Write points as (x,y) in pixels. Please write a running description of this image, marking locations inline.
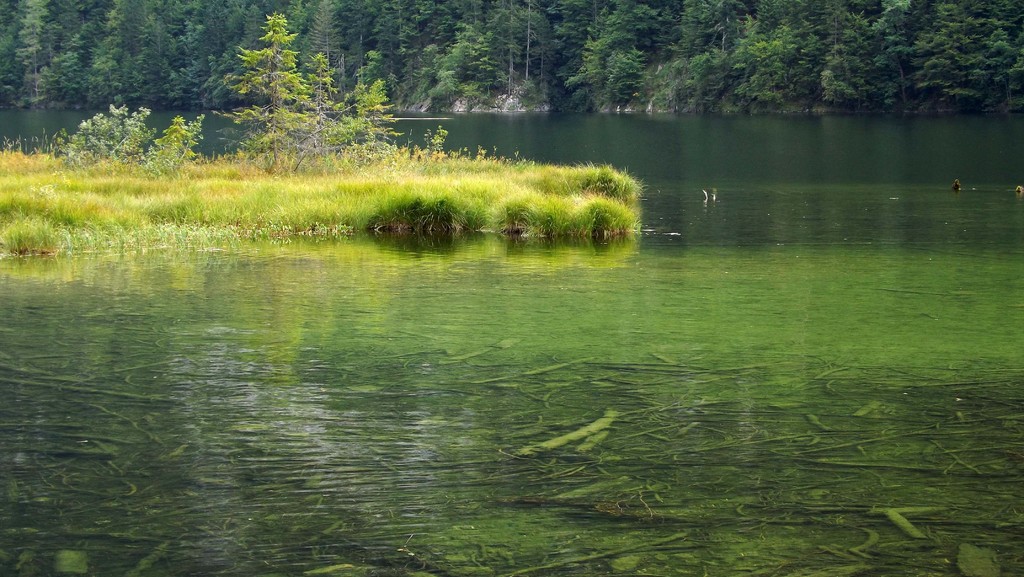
In this image, there is an outside view. There is a grass (425,219) in the middle of a river (702,337). There are some trees (532,89) at the top of the image (686,26).
